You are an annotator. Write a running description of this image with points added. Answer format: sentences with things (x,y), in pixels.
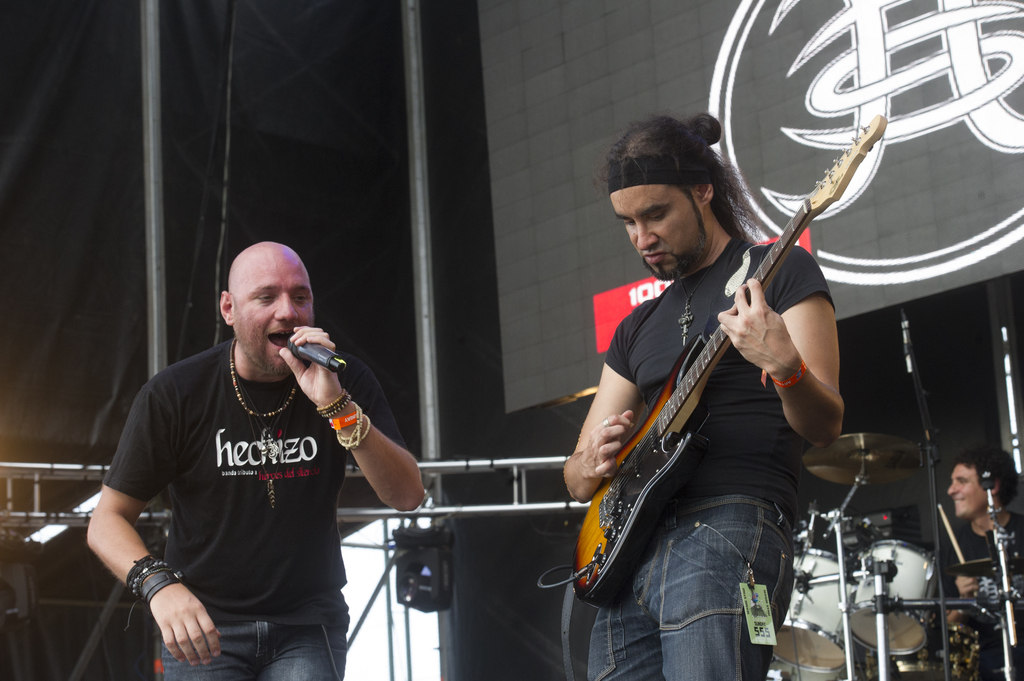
This is a picture taken on a stage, there are group of people (793,472) playing a music instrument (648,440) and singing a song. The man (265,443) in black t shirt (262,459) was holding a microphone (298,353). Behind these people (292,375) there is a banner (719,101).
